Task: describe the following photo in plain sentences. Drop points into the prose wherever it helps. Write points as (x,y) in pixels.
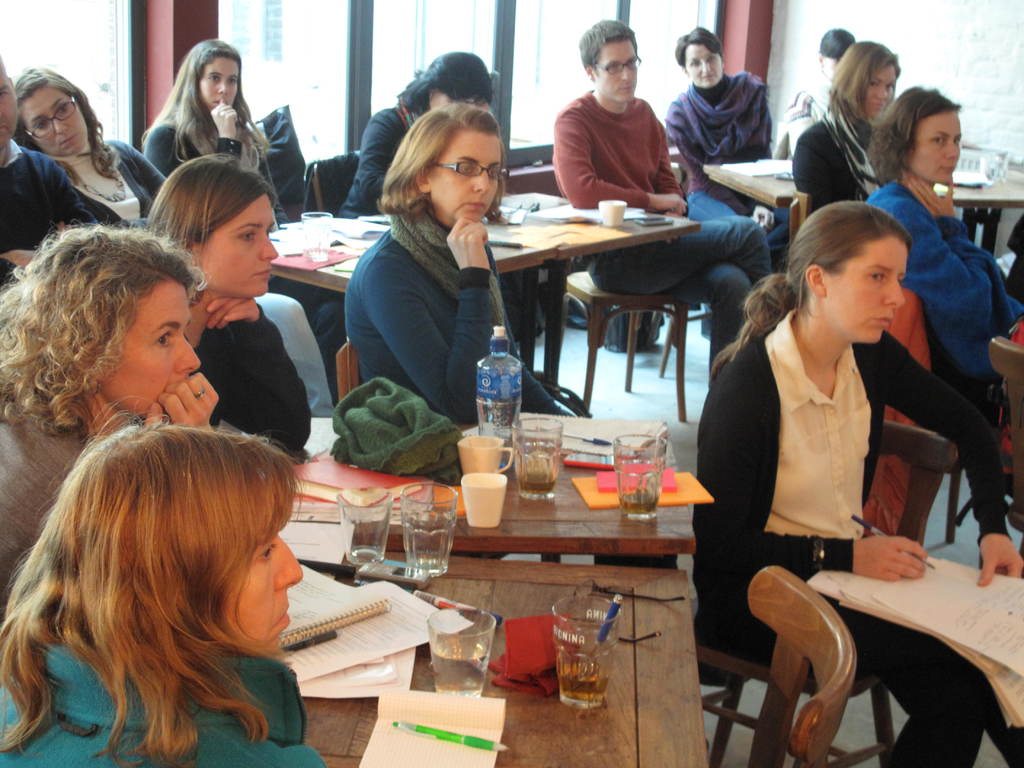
Persons (207,149) are sitting on chairs (1023,401). In-front of them there are tables (563,222), on this table (430,588) there are books (435,719), pens (456,604), glasses (465,616), bottles (481,399). cloth (375,424) and papers (390,621). Front this woman (783,433) wore black jacket (749,479) and holding pen (866,523) and papers (963,607).
